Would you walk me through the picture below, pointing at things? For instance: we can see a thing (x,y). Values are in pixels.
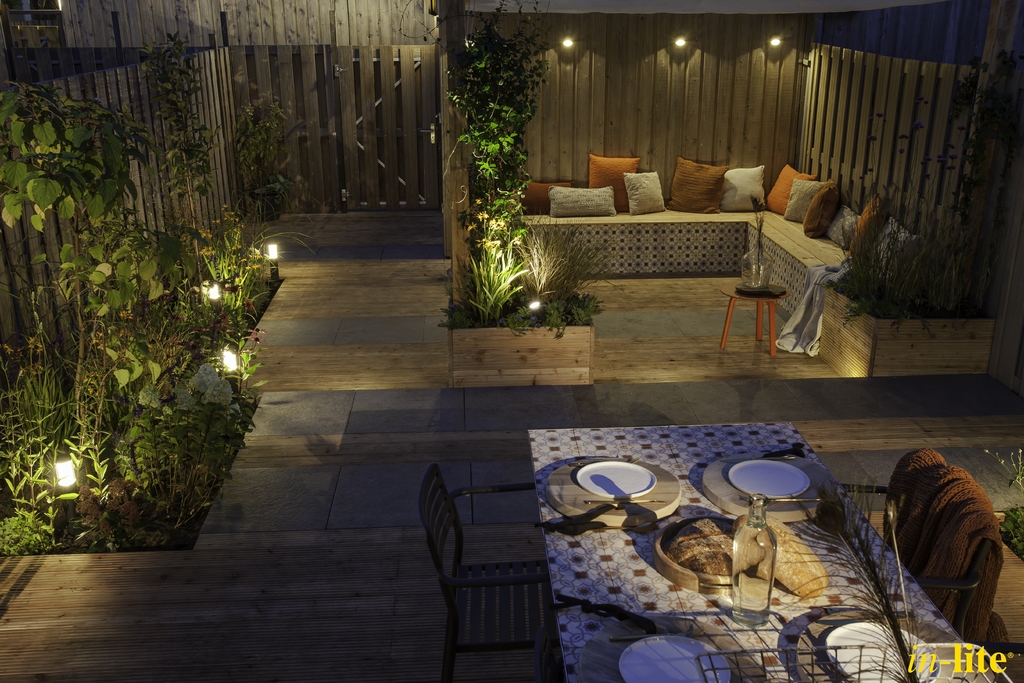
In this picture we can see a sofa (788,241) with colourful cushions (792,199). Here we can see plants (191,354). These are lights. This is a floor (634,384), stool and a flower vase (743,270) on it. We can see plates (752,479), bottle (743,541). These are chairs (489,575). We can see a brown colour towel (947,518) on a chair (981,563).
